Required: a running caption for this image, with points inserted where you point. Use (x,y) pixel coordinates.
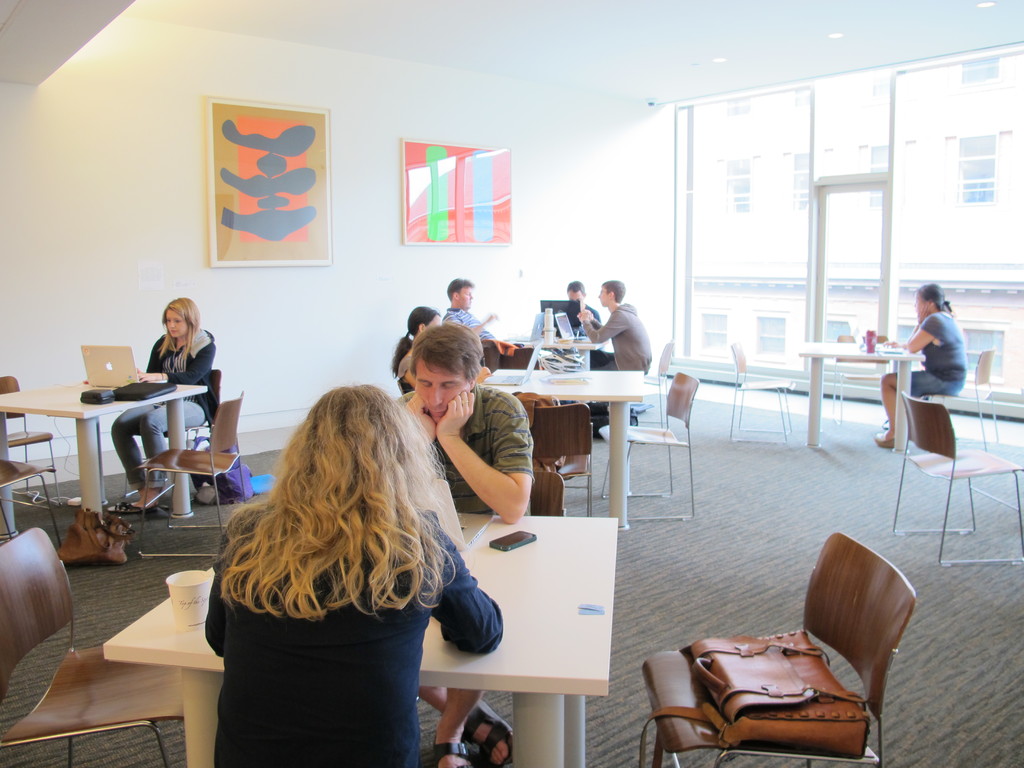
In this picture we can see some people (347,474) sitting on the chairs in front of the tables (488,570) on which there are some phones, laptops (514,376) and some things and to the right side (774,263) there is a glass wall (871,270) and to the left (176,152) there is a white wall (191,170) on which there are two posters (280,206) in orange, white, green, blue and red color.
